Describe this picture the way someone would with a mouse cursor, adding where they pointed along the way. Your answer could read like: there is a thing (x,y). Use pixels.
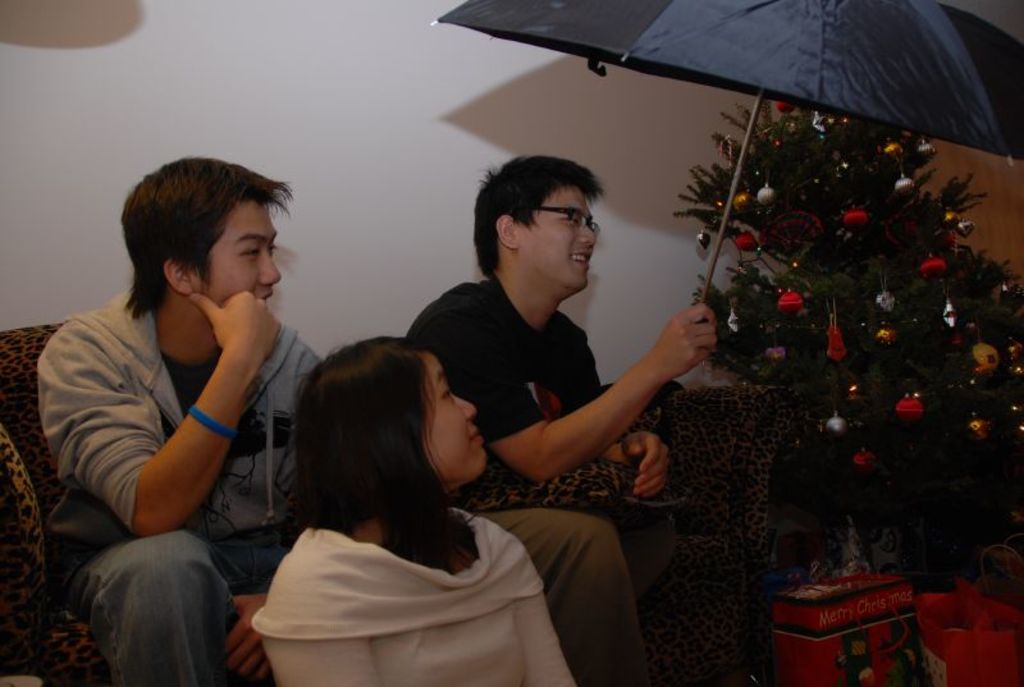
In this image we can see two people (267,487) sitting on the sofa (702,399). At the bottom (422,659) there is a lady (430,583). On the right (833,606) we can see bags (909,628) and an xmas tree (947,448). The man (617,445) sitting in the center (600,447) is holding an umbrella (708,64). In the background (427,199) there is a wall (429,246).
